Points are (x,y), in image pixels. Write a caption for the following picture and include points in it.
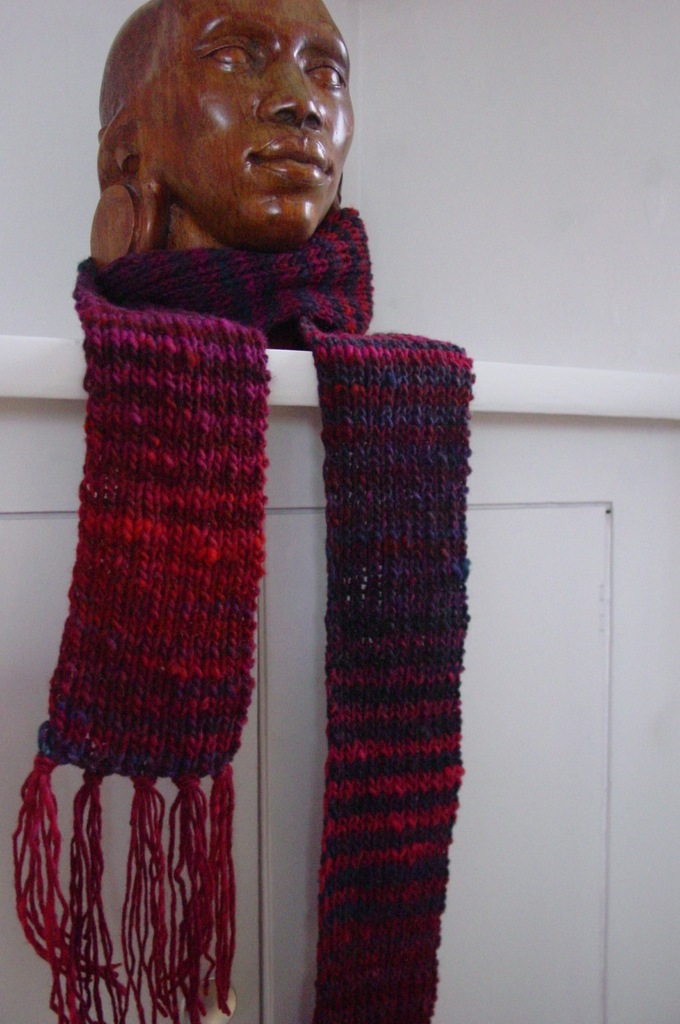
In this picture we can see a wooden sculpture (211,192) and a scarf (170,317) on an object (590,544). Behind the sculpture (205,131), there is the white background (24,66).
